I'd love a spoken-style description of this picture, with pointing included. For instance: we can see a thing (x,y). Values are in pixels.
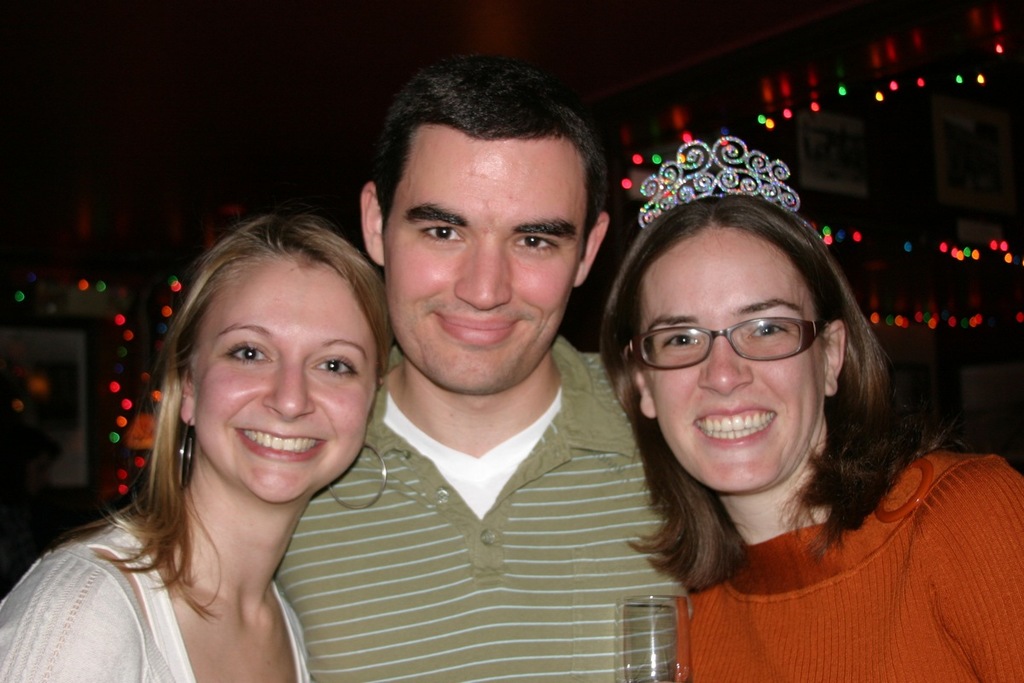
In this image I can see three persons (510,592) standing. The person (844,358) at right (817,571) wearing red color shirt (859,558), the person (552,511) in the middle (515,366) wearing white and gray color dress (428,544) and the person (115,595) at left (266,549) wearing white color dress (103,603). I can see few lights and I can see dark background (13,43).
